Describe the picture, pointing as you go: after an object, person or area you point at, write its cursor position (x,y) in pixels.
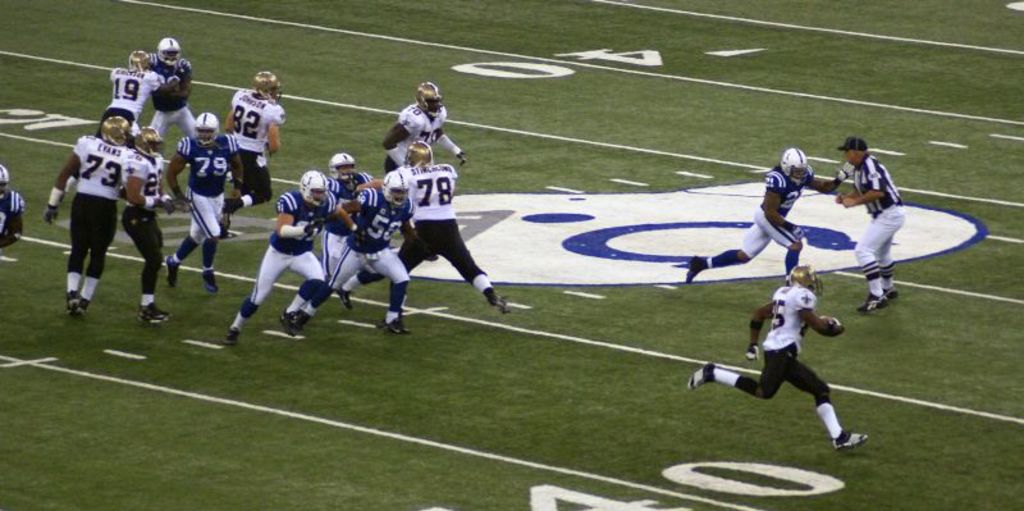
In this image on the right (796,313) there is a man (794,279), he wears a t shirt (781,337), trouser (777,375), shoes (694,376) and helmet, he is holding a ball (830,322), he is running and there is a man (777,193), he wears a t shirt (785,181), trouser (755,240), shoes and helmet (788,163), he is running, in front of him there is a man (898,197), he wears a t shirt (863,188), trouser (873,247), shoes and cap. On the left (322,190) there are many men (304,209), they are running. At the bottom (428,352) there is ground (501,276), grass (555,55) and text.
